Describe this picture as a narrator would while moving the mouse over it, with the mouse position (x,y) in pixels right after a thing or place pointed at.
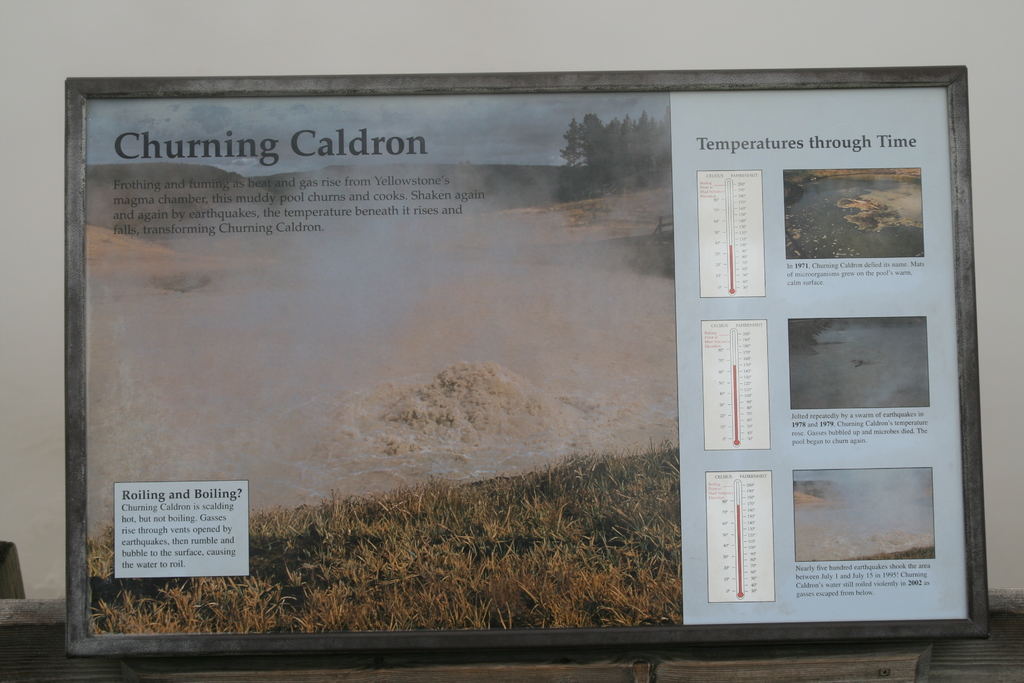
In this picture we can see a frame (239,535) on a platform (54,661) and on this frame (231,198) we can see the grass (522,516), water (528,351), trees (607,165), thermometers (708,249), sky (211,109) and some text (750,350) and in the background (173,26) we can see the wall (650,30).
